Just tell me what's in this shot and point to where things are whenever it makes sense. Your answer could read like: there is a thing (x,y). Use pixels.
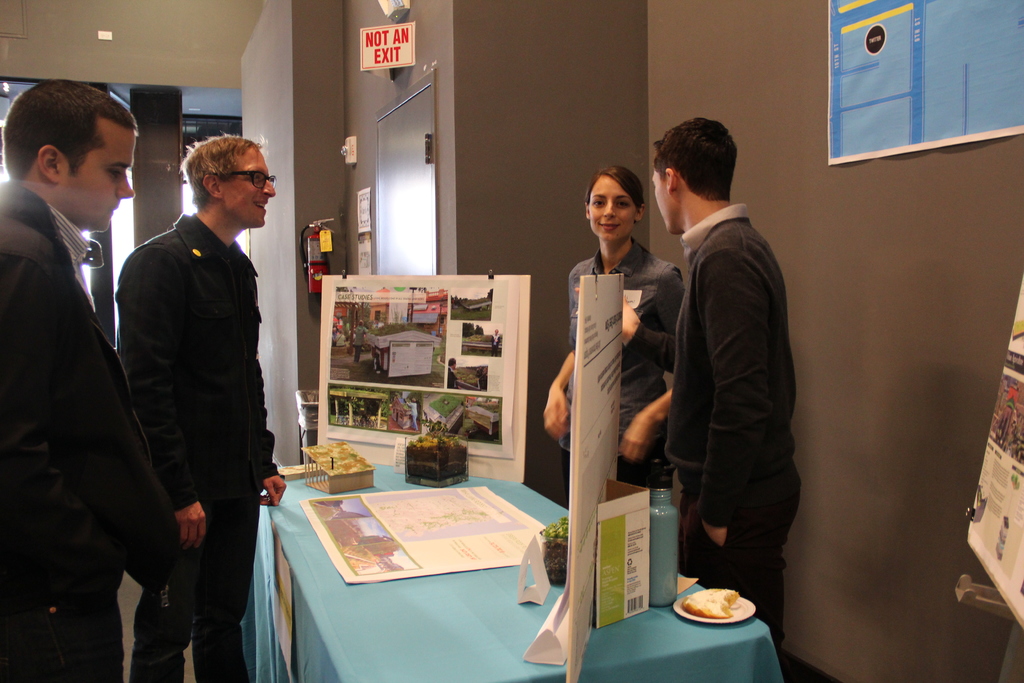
In this image, there is a table (644,672) which is covered by a blue color cloth (452,627), on that table (416,585) there are some white color boards (433,532), in the right side (762,518) there are some people (732,448) standing, in the left side (179,470) there are two persons (136,503) standing and seeing the boards (378,432), in the background (542,260) there is a gray color wall (575,65) and there is a gray color door (396,123).
